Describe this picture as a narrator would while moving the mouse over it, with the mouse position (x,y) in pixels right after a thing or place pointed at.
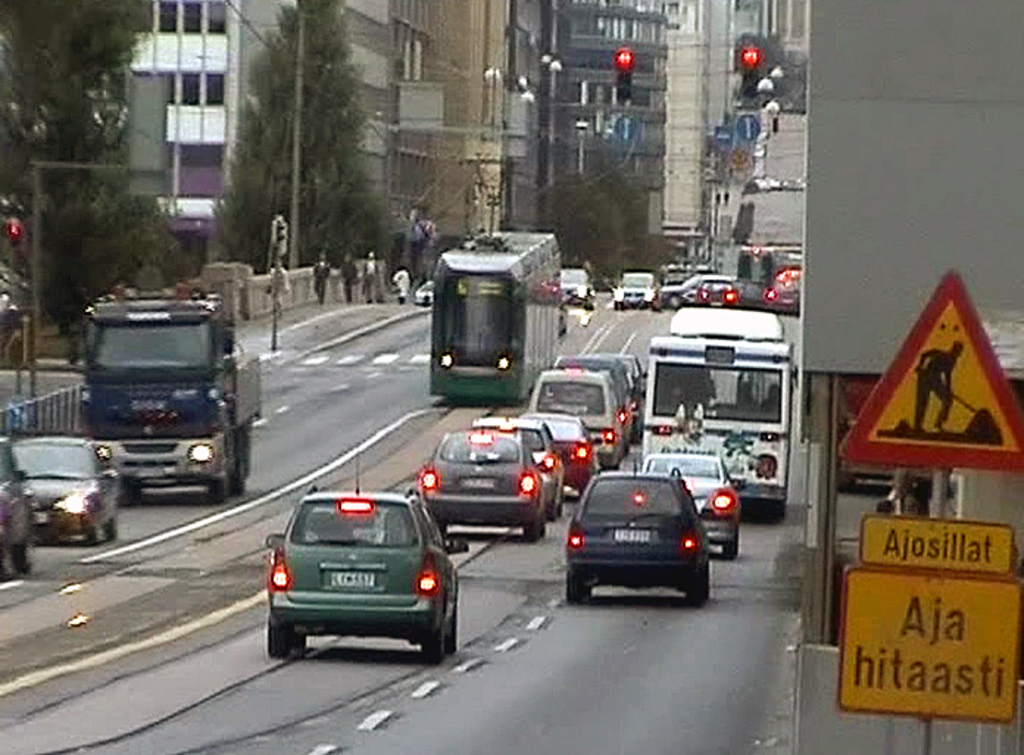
In the center of the image (597,451) we can see a few vehicles (492,461) on the road (395,347). On the right side of the image (944,326) we can see one sign board (976,565). In the background (169,117), we can see buildings (521,26), traffic lights (628,93), poles (580,163), sign boards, trees (291,215), fences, few people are standing and few other objects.
